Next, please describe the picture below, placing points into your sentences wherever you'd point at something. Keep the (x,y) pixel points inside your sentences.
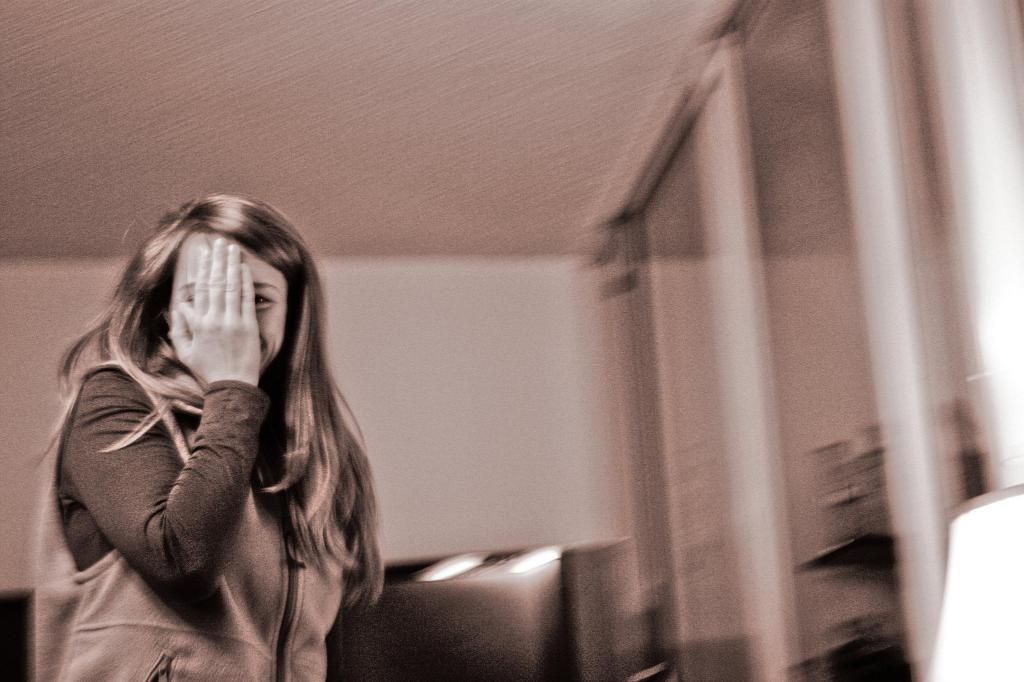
In this image on the left side (315,360) there is one woman (111,433) who is standing and on the right side (845,379) there is a glass window (803,437), and in the background (337,307) there is a wall (403,475). On the top (398,143) there is ceiling (549,117), at the bottom (962,574) there is a lamp (991,575) and one couch (504,625).
